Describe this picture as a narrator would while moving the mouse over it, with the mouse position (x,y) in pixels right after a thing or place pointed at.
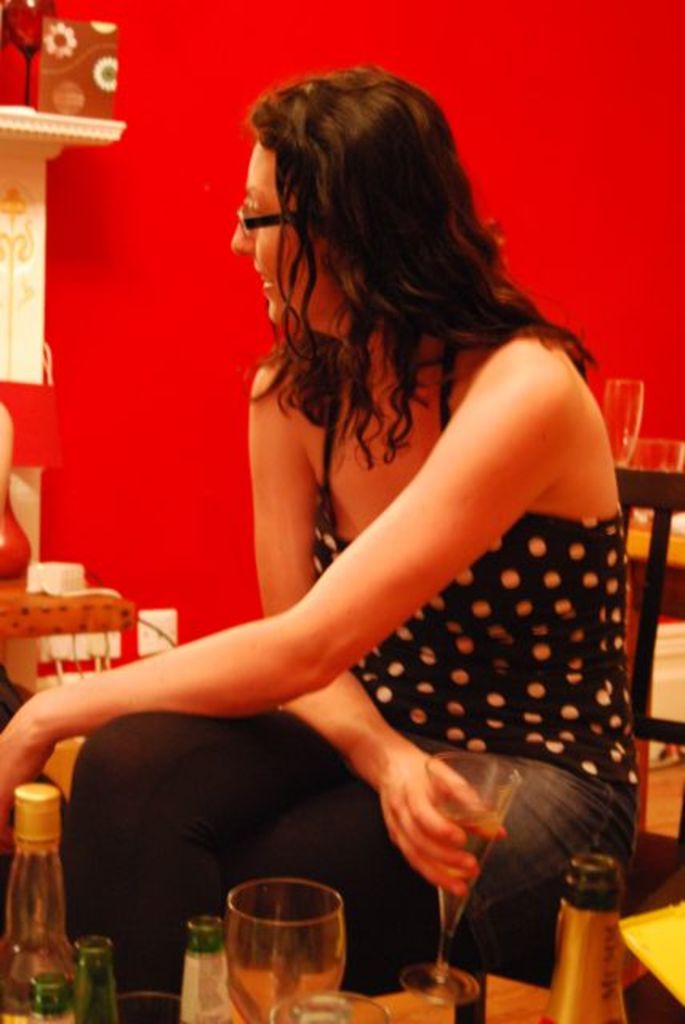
A girl (620,822) is sitting in the chair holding a wine glass (474,876) in her hand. She wears a Spectacles (257,223) and a black color dress (552,657) there are wine and beer bottles (604,926) at here behind her there is a red color wall (669,211).
